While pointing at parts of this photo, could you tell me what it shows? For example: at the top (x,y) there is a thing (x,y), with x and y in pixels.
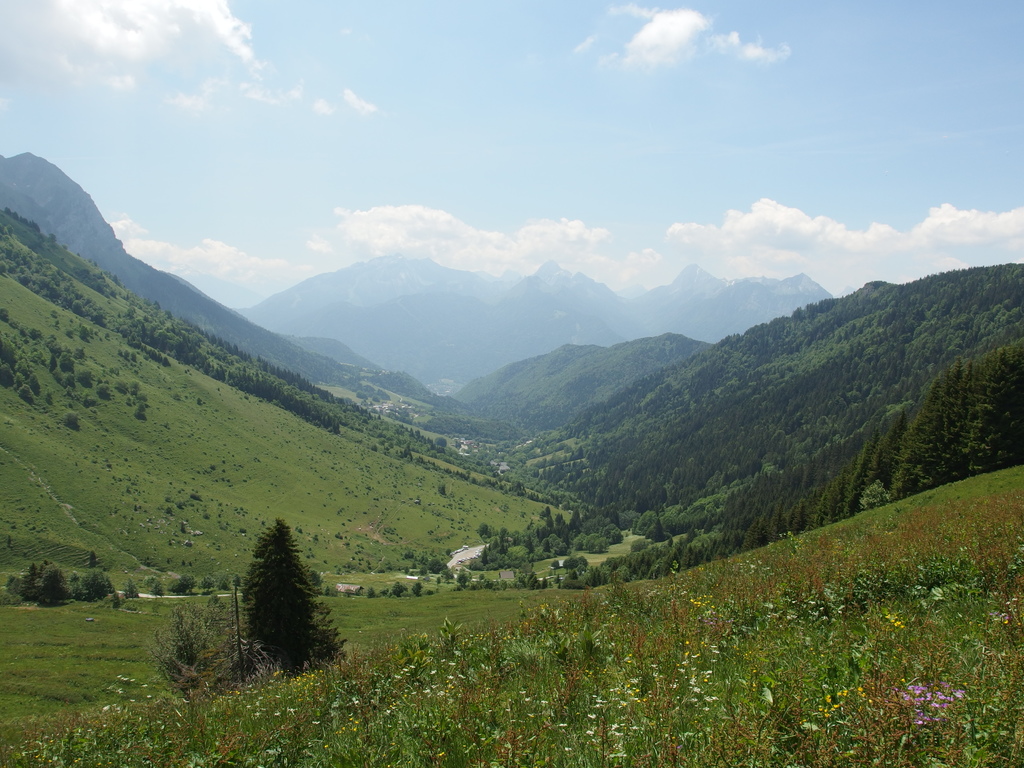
In this image there are trees (568,548), mountains (526,368) and a cloudy sky (437,146).
